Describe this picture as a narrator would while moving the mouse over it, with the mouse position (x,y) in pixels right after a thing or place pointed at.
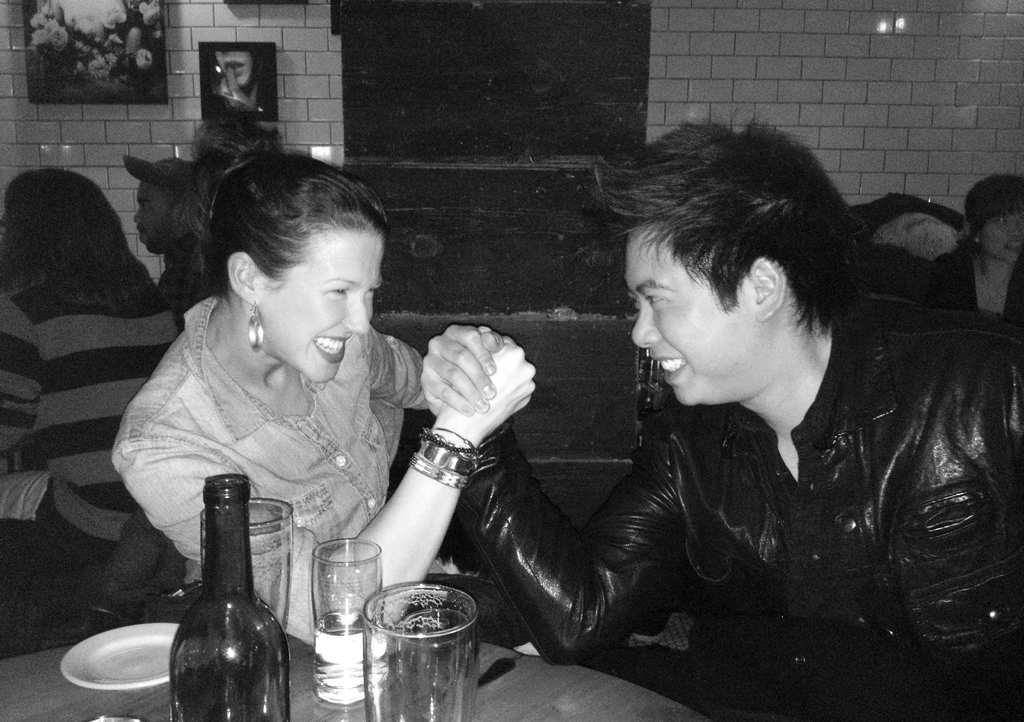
In this image I can see a man (960,389) and a woman (137,435) are sitting, I can also see a smile on their faces (330,353). I can see he is wearing a jacket (906,476). On this table (509,693) I can see a bottle (182,626), a plate (89,664) and few glasses (319,613). In the background (75,247) I can see few more people (973,282) and few frames (53,39) on this wall (189,85).
